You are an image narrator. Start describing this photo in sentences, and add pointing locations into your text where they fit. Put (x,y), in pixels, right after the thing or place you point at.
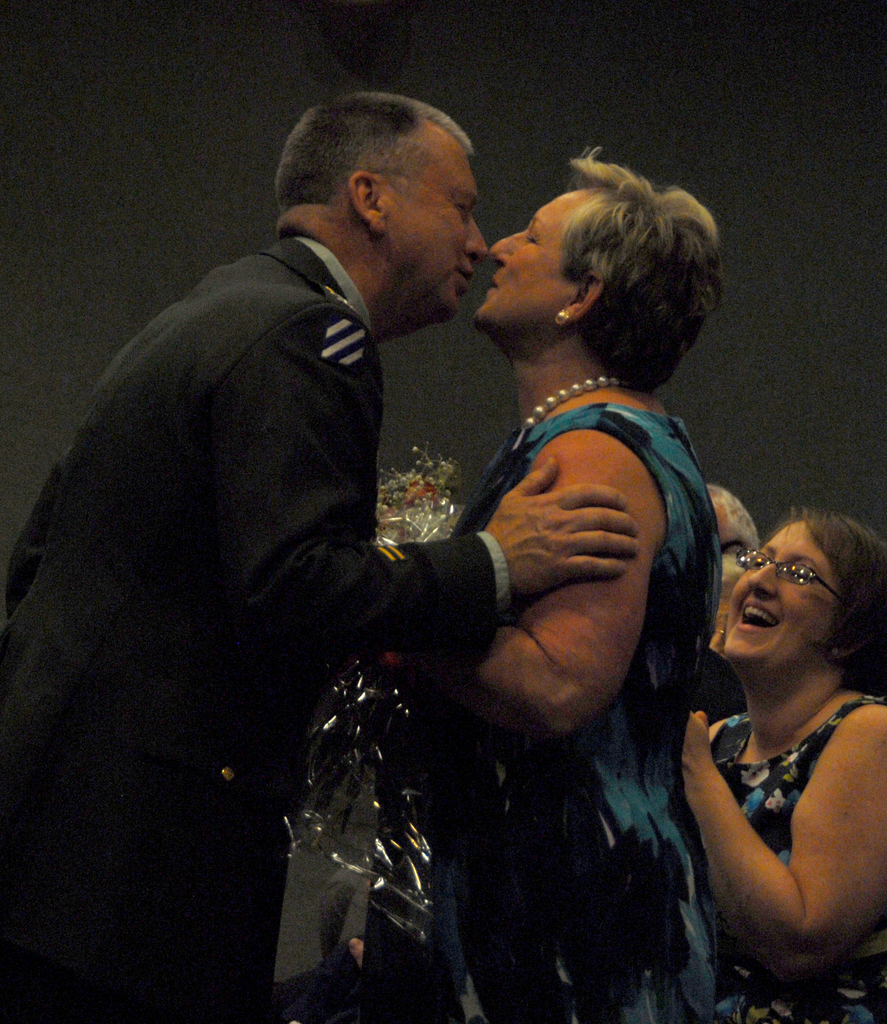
In this picture I can observe a man (257,519) and a woman (540,728). The man (81,694) is wearing black color coat (129,508) and the woman (642,466) is wearing black and blue color dress (583,834). On the right side (738,602) there are two members (752,683). The background (24,224) is dark.
